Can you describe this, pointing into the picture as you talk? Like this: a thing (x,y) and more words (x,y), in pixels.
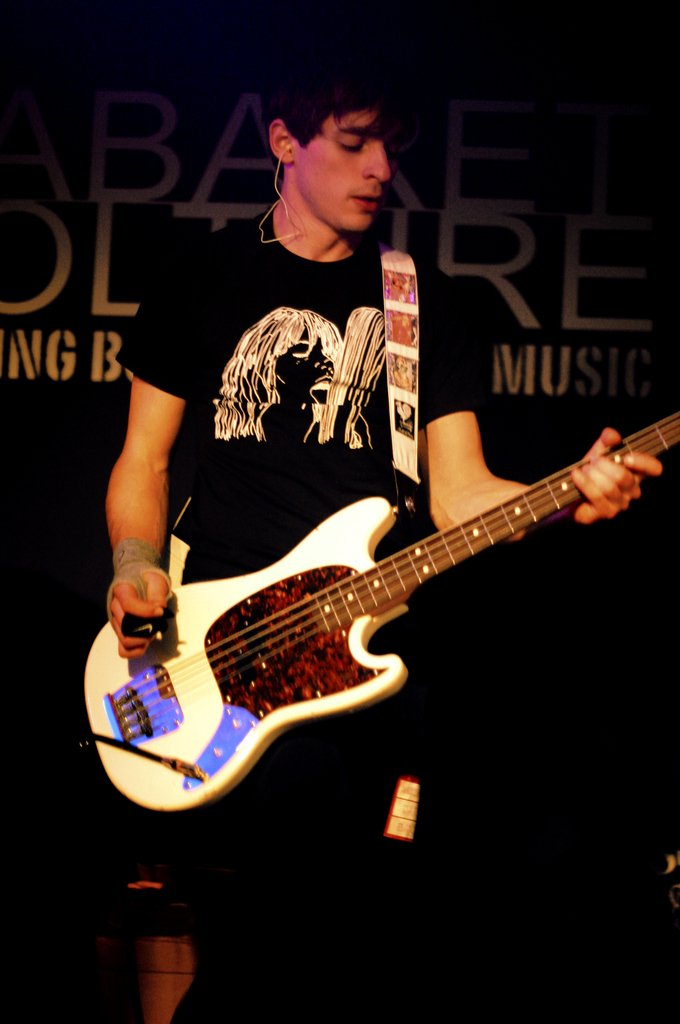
The picture is from the musical concert where a black shirt guy (230,284) is playing a guitar (225,612). The guitar (284,573) is white in color. In the background (54,440) there is a black poster (84,146) which is named as MUSIC.
